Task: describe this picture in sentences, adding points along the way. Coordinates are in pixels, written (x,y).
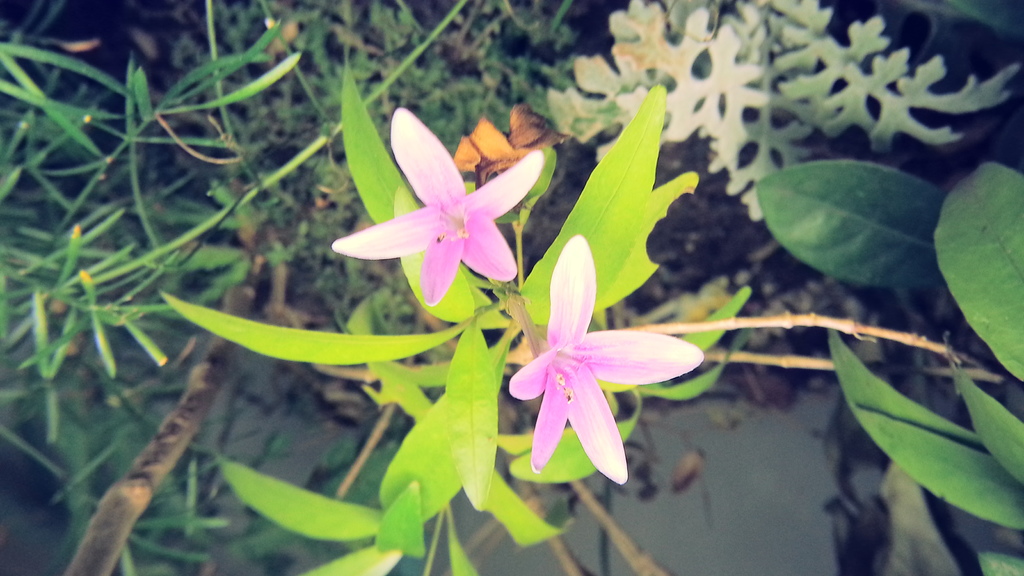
This image is taken outdoors. In this image there are a few plants (148,296) with green leaves (76,149) and stems (521,302). In the middle of the image (479,265) there are two flowers (584,396) which are pink in color.
